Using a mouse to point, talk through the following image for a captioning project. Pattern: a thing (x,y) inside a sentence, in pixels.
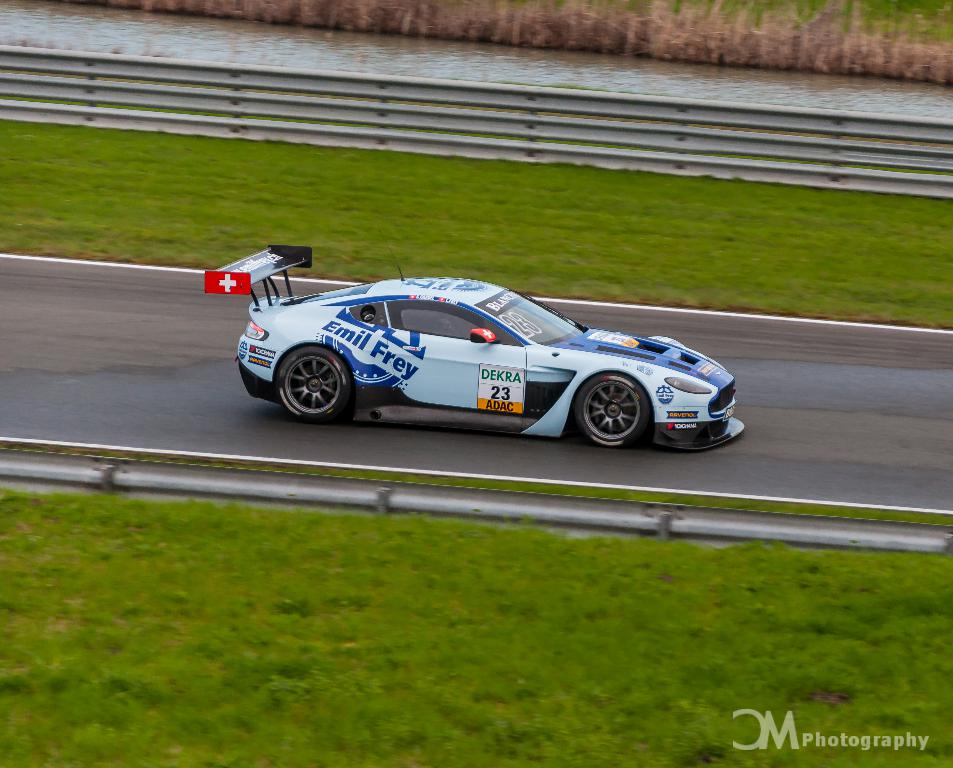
In this image in the center (439,353) there is one car (315,385), at the bottom (141,592) there is grass (825,571) and road (211,362) and in the background (255,31) there is one river (889,100), railing (714,113) and some grass (700,36).
